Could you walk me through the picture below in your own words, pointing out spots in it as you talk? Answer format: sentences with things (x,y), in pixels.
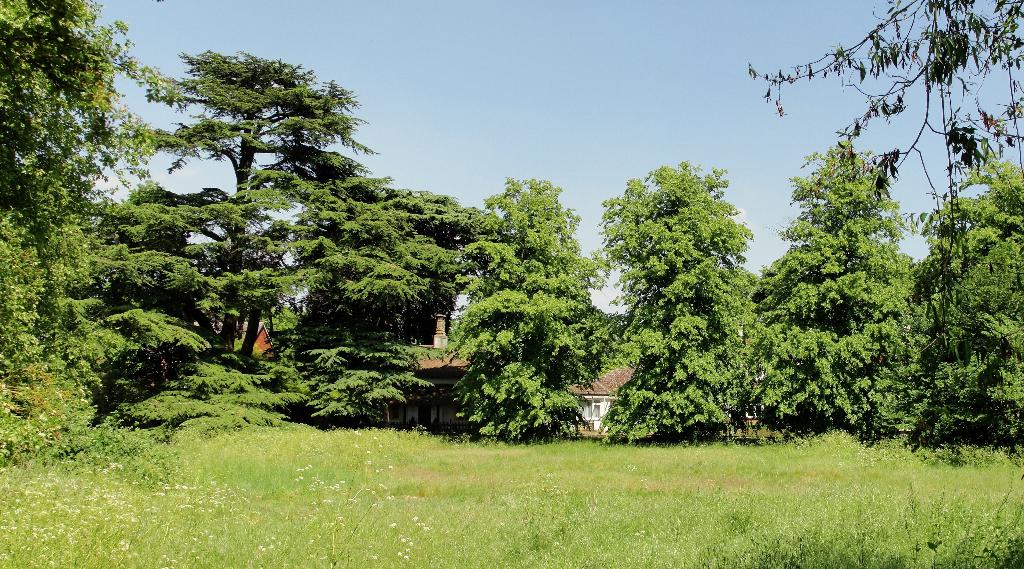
In this picture there is grassland (649,488) at the bottom side of the image (489,492) and there are trees (965,265) in the center of the image (623,345) and there are houses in the background area of the image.
